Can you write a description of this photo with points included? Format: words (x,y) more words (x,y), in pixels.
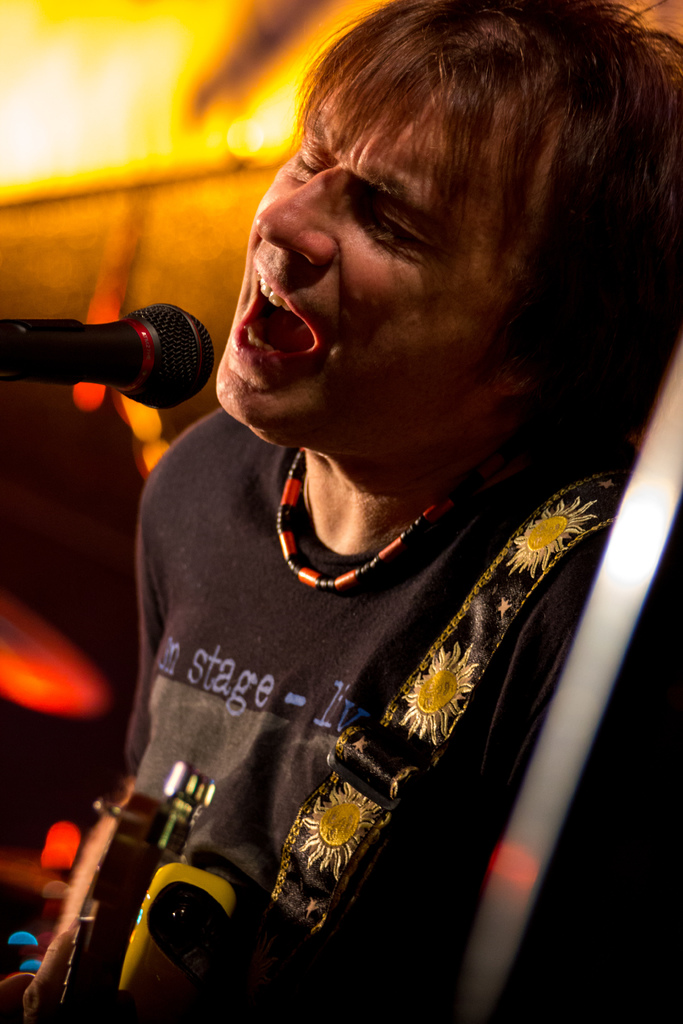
There is man (236,514) playing guitar (167,911) and singing, in front of him we can see microphone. In the background (242,158) we can see lights (242,151).
